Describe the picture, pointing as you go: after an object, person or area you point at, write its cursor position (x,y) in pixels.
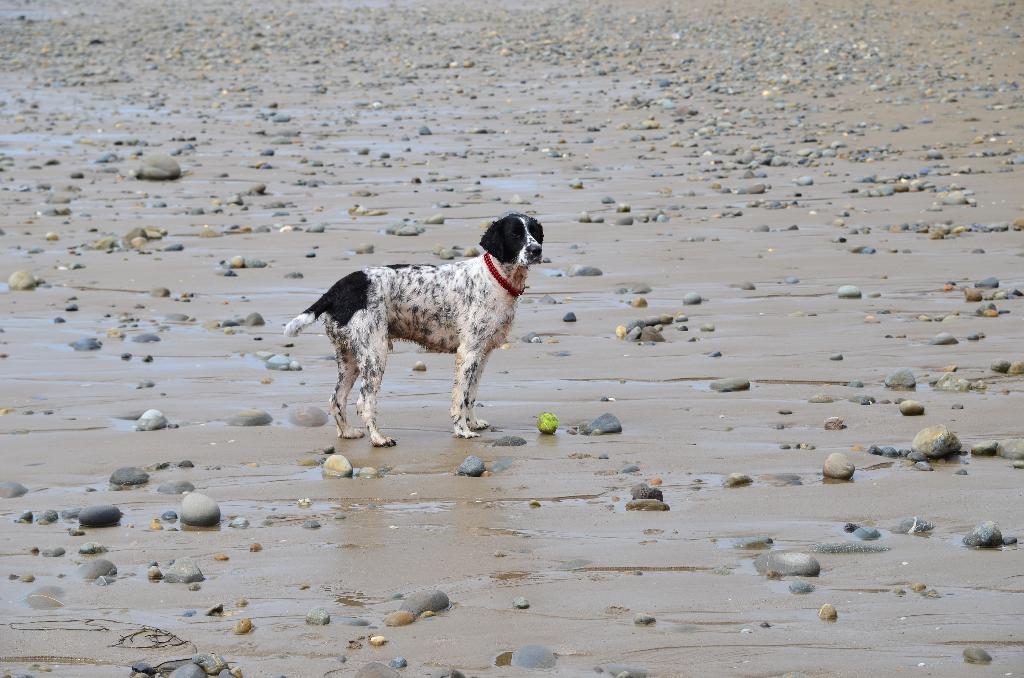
In this picture we can see the wet sand (331,63). We can see the pebbles (513,21). We can see a dog (395,444) and there is a belt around its neck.
